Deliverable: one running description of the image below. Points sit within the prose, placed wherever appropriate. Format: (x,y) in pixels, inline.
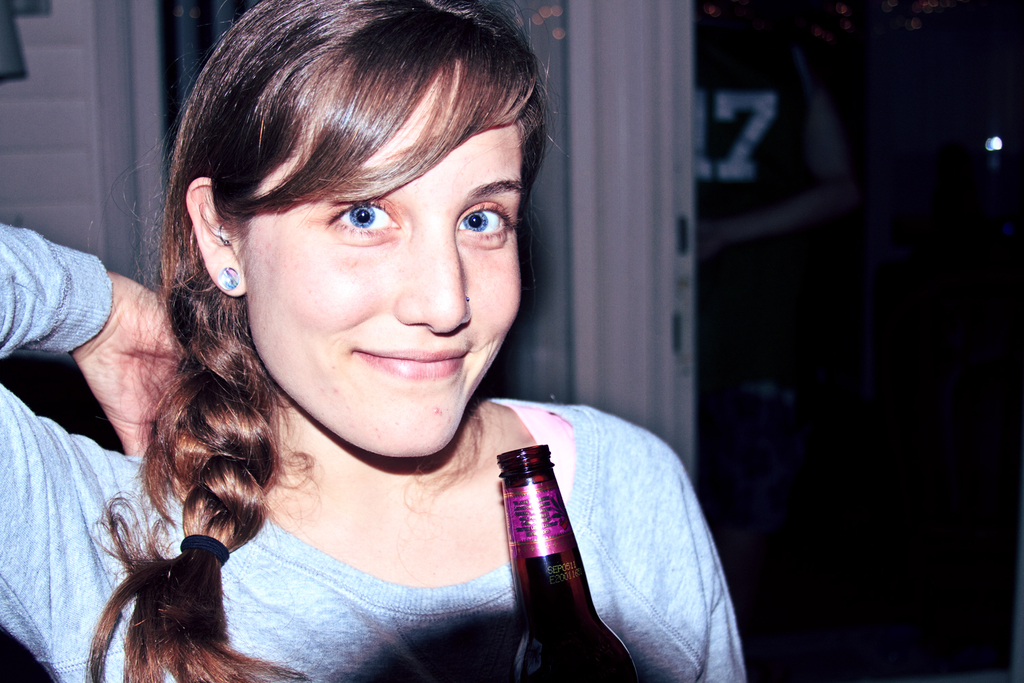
Here we can see a woman (118,643) with a bottle (551,560) in her hand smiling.
